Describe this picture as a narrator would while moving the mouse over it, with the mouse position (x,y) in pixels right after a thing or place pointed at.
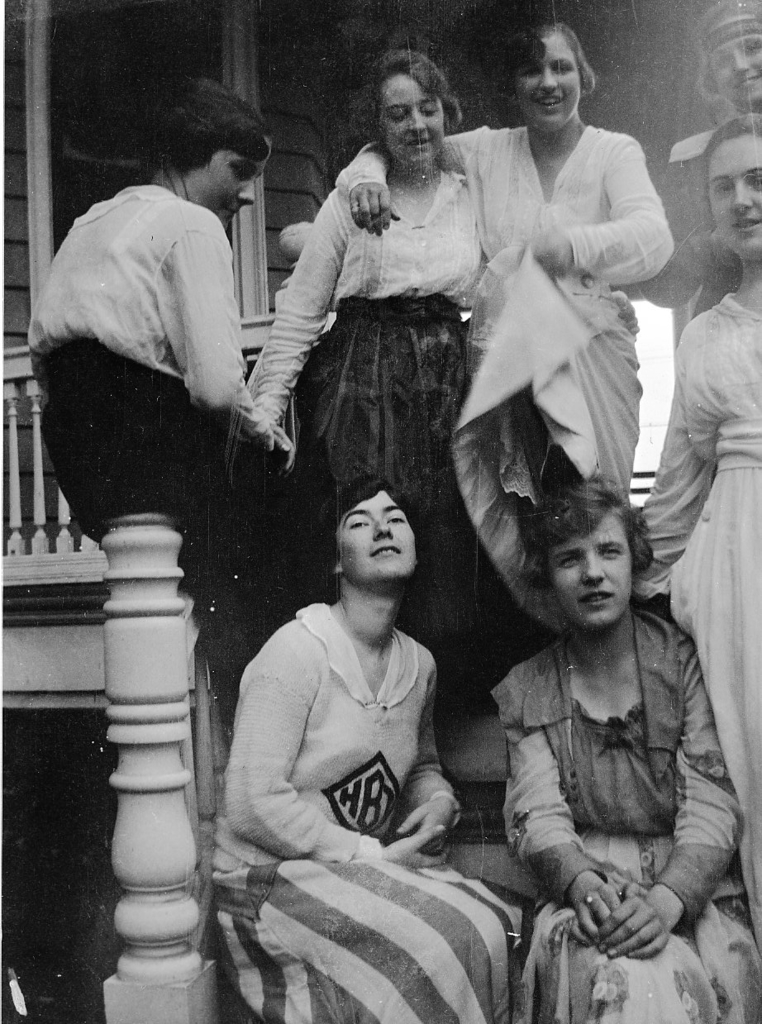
This is a black and white picture. I can see group of people (506,400) standing and there are two persons (420,694) sitting on the stairs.
